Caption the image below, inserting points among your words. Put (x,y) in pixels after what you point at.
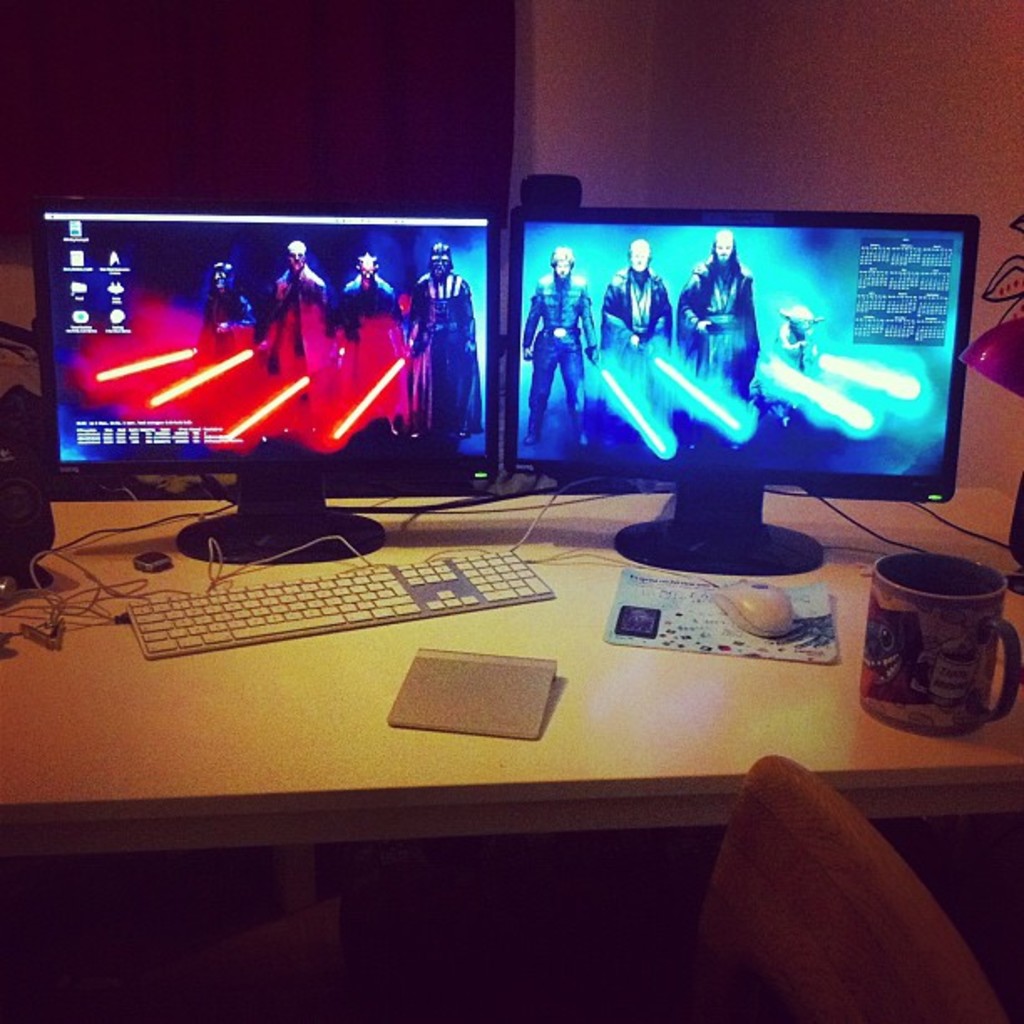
On this table (678,720) there is mouse (771,613), keyboard (407,596), cables (36,582) and monitors (274,342). In-front of this table (551,704) there is a chair (801,819).
